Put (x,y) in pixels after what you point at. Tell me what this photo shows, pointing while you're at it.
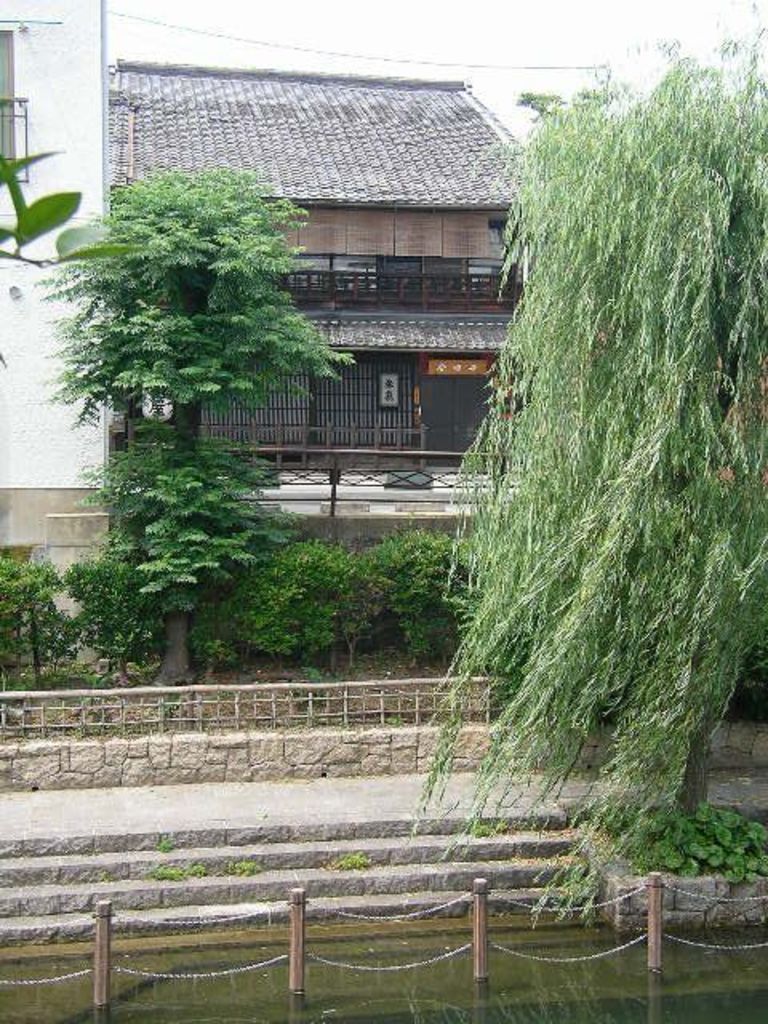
In the image we can see a house (281,150), trees (735,357), plants (312,580) and stairs (314,881). Here we can see water (524,997), poles (298,934) and chains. We can even see fence (220,702), electric wires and white sky (432,32).
